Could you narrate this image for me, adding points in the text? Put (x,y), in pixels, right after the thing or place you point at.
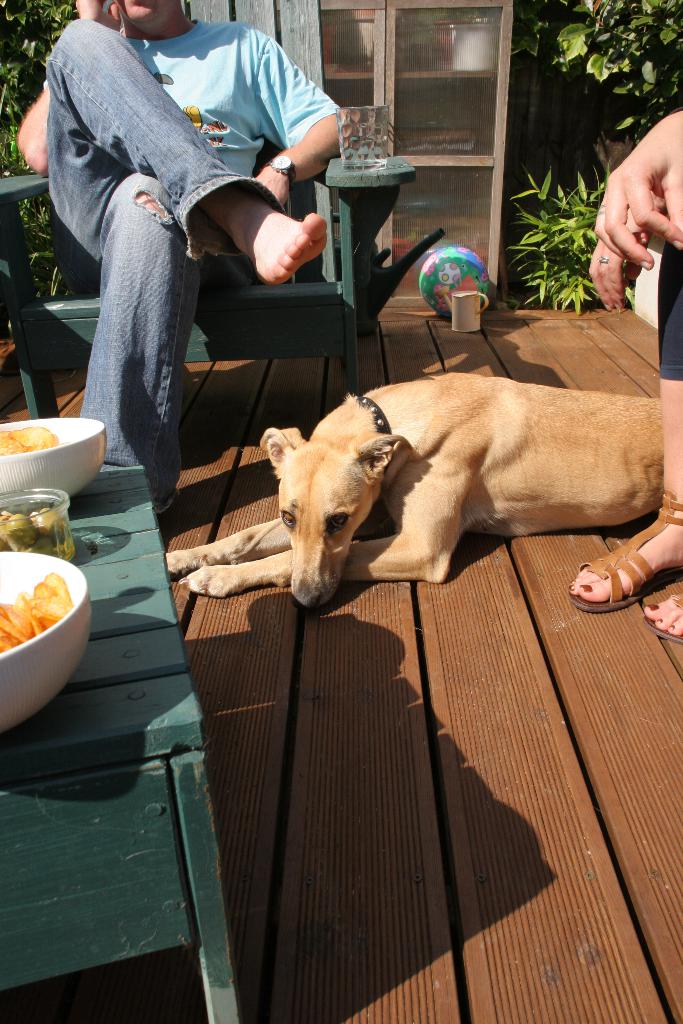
There is a dog (441,447) on the floor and there is a person (270,195) sitting on either sides of it and there is a table (80,524) which has few eatables (49,589) placed on it in the left corner (37,565).
